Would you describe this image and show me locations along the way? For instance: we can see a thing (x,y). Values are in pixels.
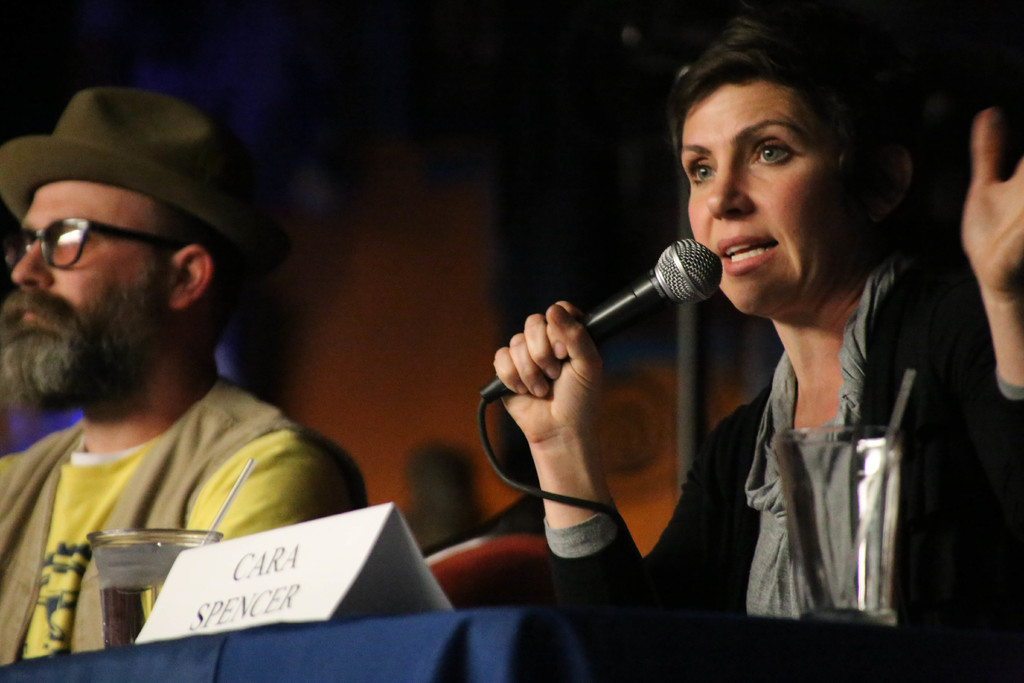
Background (571,138) is dark and blur. We can see persons (878,422) sitting on chairs (472,557) in front of a table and on the table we can see glass (821,530) with straws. This is a board (298,603). We can see this woman (564,378) holding a mike (686,282) in her hand (579,368) and talking.
